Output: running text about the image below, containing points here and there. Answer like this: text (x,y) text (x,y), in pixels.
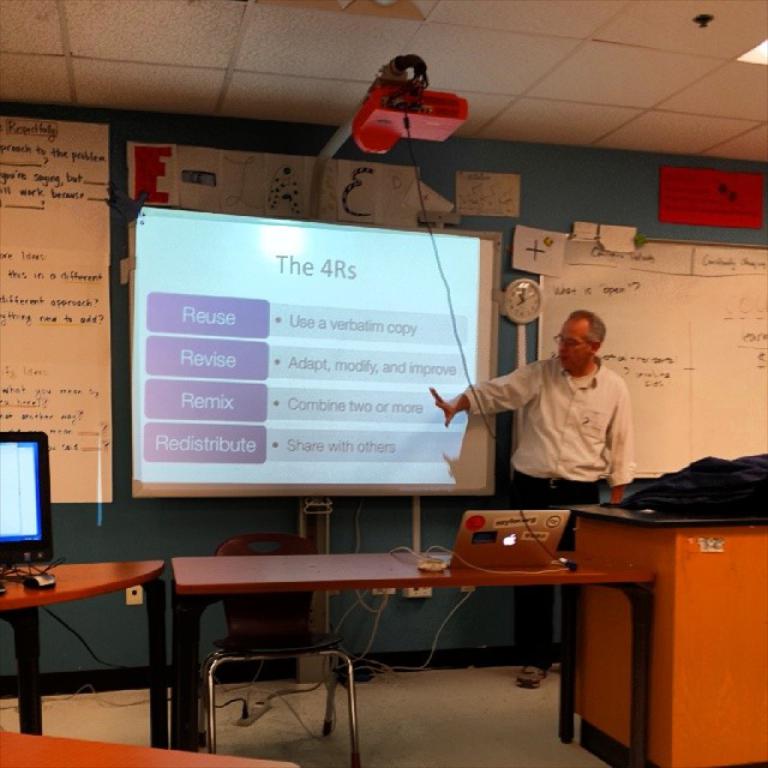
Here we can see a man (545,425) is standing on the floor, and in front (487,560) here is the table (481,571) and laptop (491,542) on it, and here is the chair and at back (413,254) here is the board (343,271) and at top (284,57) here is the roof (260,36).
